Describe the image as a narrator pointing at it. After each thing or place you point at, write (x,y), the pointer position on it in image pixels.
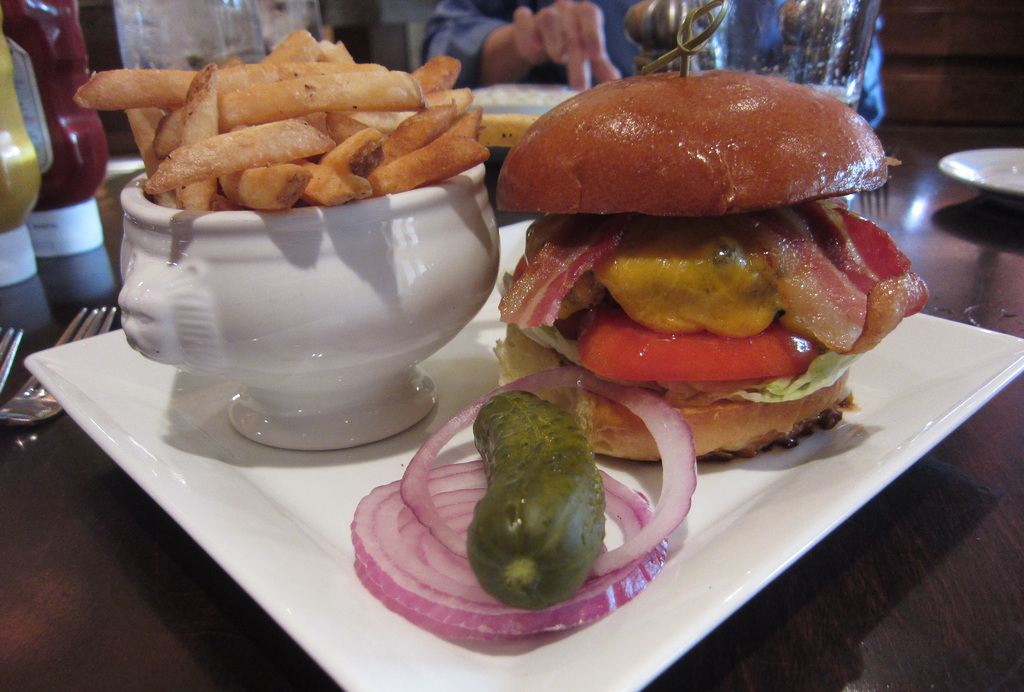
On the left side (260,128) there are french fries (334,202) in a white color bowl (370,298), on the right side (913,287) it looks like a sandwich (776,249). In the middle (570,375) there are onion pieces (611,503) and a Kheera (523,483) in a white color plate (613,544).
